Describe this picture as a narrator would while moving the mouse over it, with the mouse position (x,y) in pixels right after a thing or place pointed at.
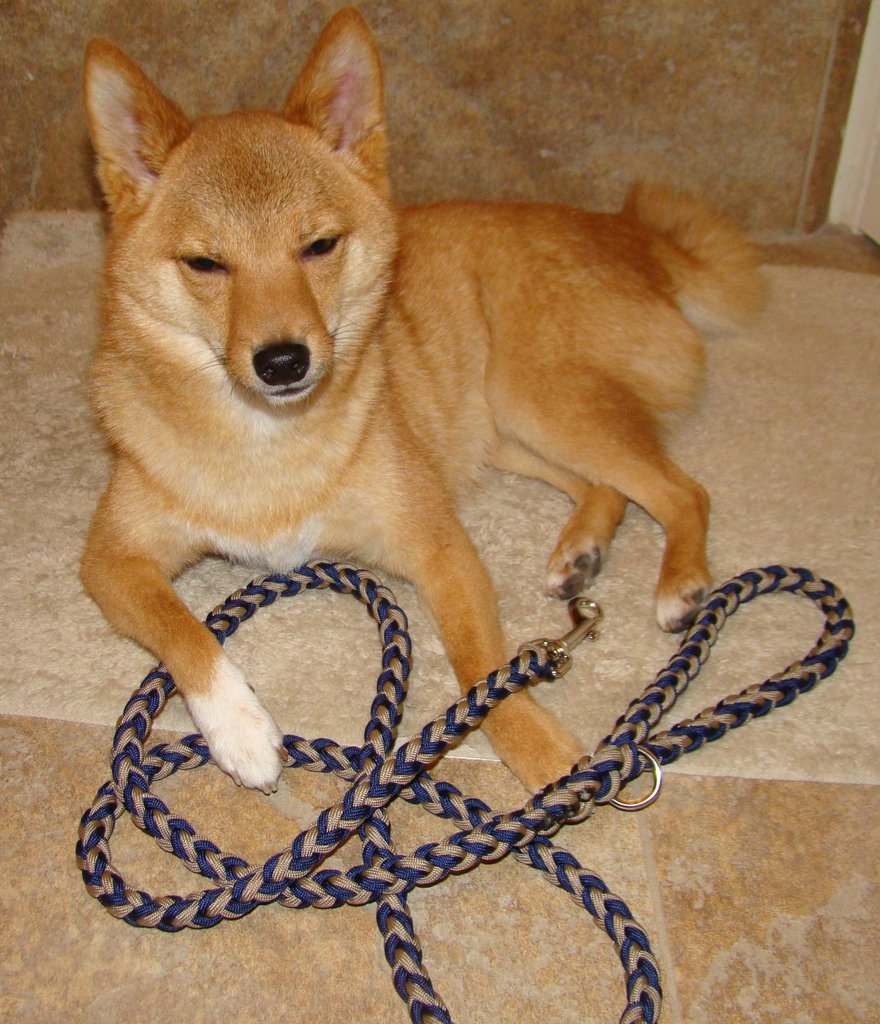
In front of the image there is a dog (378,507) lying on the mat (511,594). In front of the dog (370,560) there is a rope (628,940). Behind the dog (475,638) there is a wall (670,90).
